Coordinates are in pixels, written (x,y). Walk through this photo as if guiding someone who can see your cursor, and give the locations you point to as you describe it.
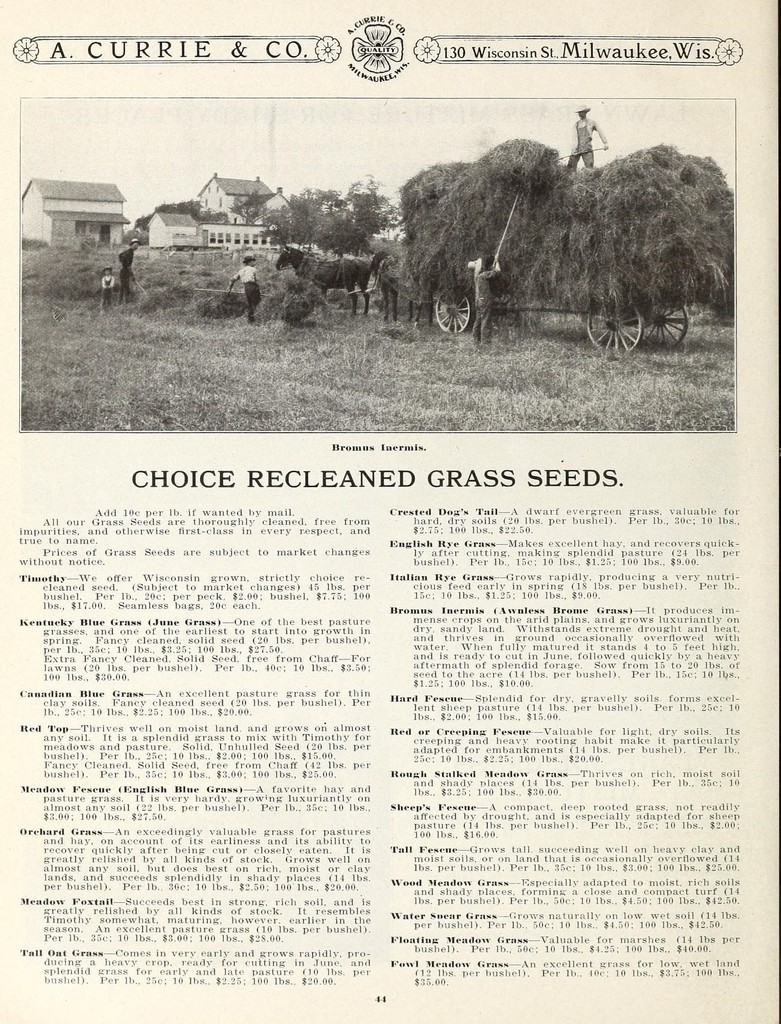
This looks like a paper (289,531) with the letters (215,511) and a picture (230,421) on it. I can see a horse (329,275) standing. This looks like the dried grass (585,240), which is on the wheel cart (509,308). I can see few people (251,278) standing. These are the houses (67,197) and the trees (375,223).
